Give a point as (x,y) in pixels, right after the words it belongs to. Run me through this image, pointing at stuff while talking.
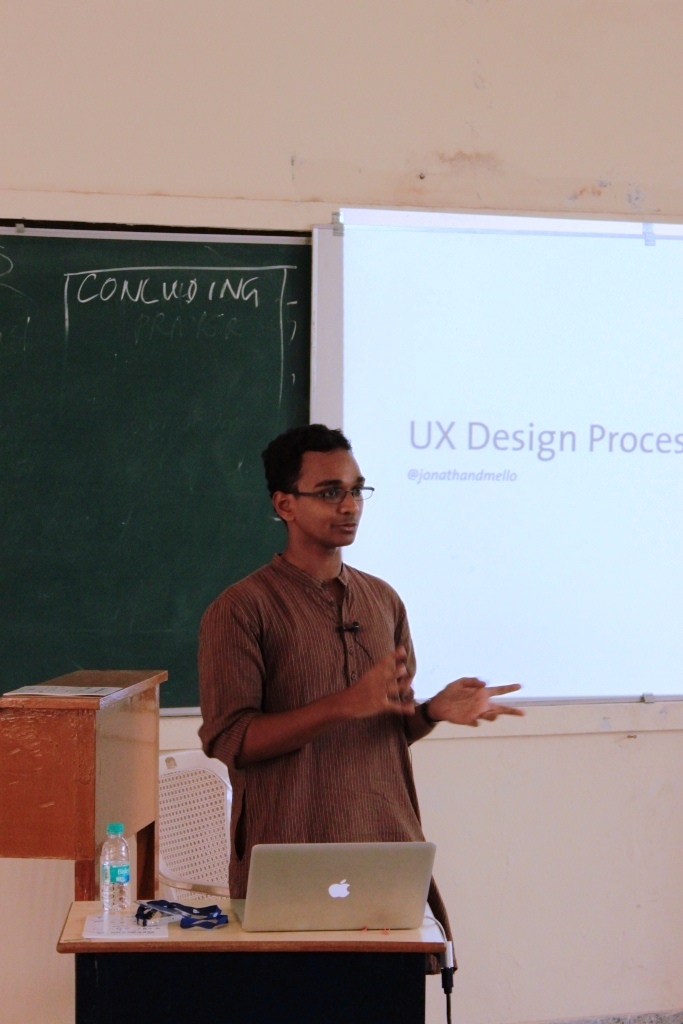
In this image I see a man (352,660) who is near the table (437,938) and there is a laptop (264,873) and a water bottle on it. In the background (562,854) I see the wall (652,42), board (18,624), a screen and a chair (218,768) over here.
